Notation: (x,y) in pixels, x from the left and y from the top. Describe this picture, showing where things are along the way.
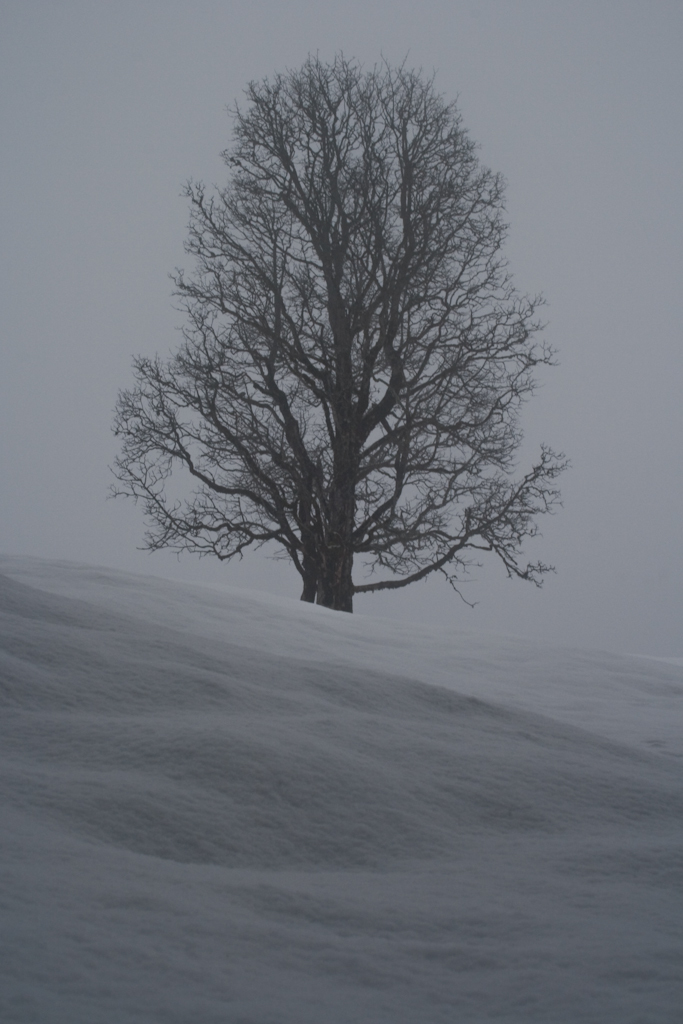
In this picture we can see snow (280,888) at the bottom (252,942), in the background (332,402) there is a tree (401,398).
